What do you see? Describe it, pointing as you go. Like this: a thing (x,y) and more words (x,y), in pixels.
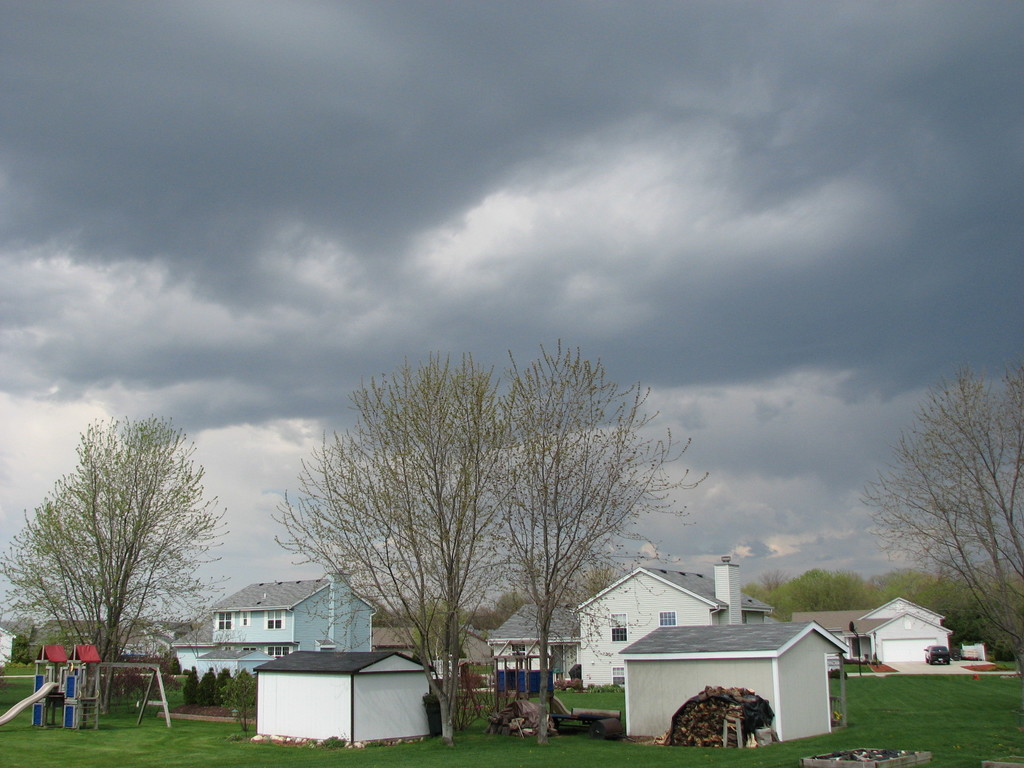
This image consists of houses (235,602) at the bottom (562,654). There are trees (454,645) at the bottom (542,629). There is sky (531,218) at the top (531,218).
